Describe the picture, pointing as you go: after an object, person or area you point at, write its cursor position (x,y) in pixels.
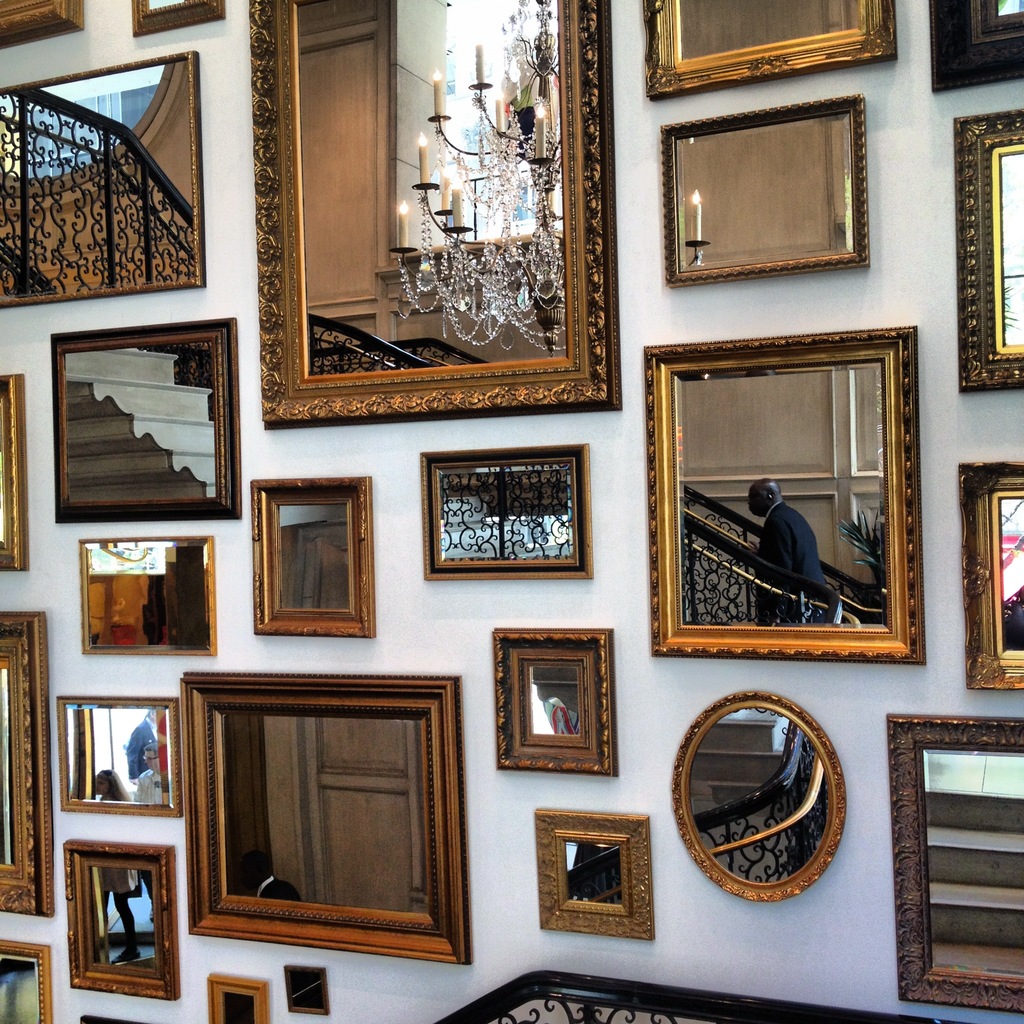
In this picture I can see there is a wall (624,428) and there are some mirrors (687,808) on the wall (573,591) and I can see there are some stairs (185,436) here and there are lights (698,212) attached to the ceiling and there is a person (812,541) climbing the stairs (83,383).
